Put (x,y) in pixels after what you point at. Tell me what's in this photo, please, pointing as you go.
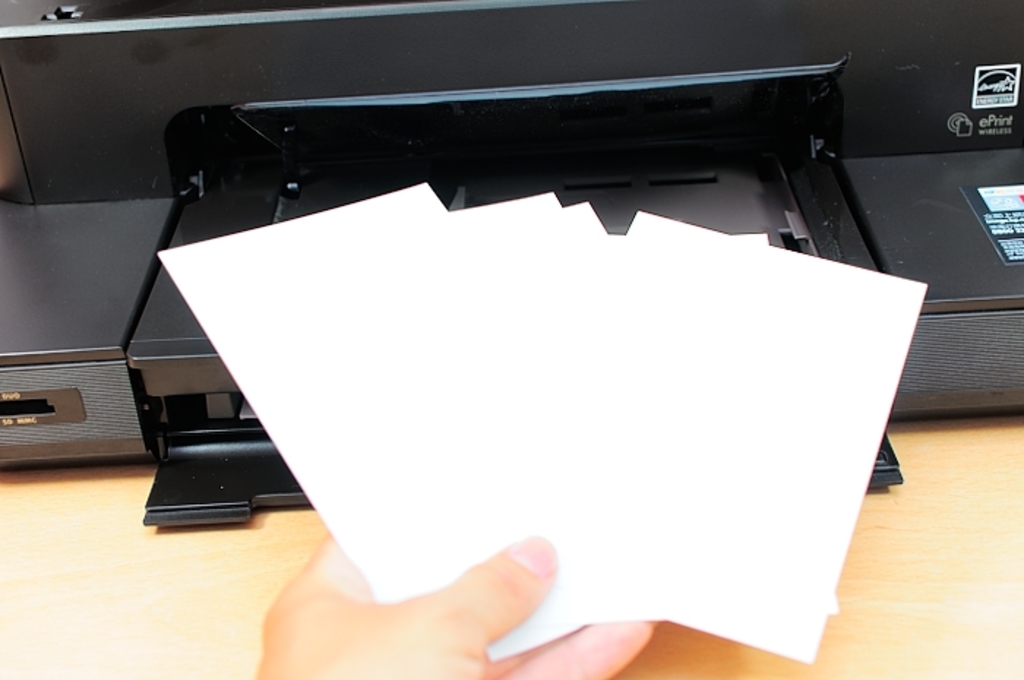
In this image I can see a person's hand (297,664) holding some cards (585,494). In the background (220,153) it looks like a printer (249,195) or some object (231,194).
